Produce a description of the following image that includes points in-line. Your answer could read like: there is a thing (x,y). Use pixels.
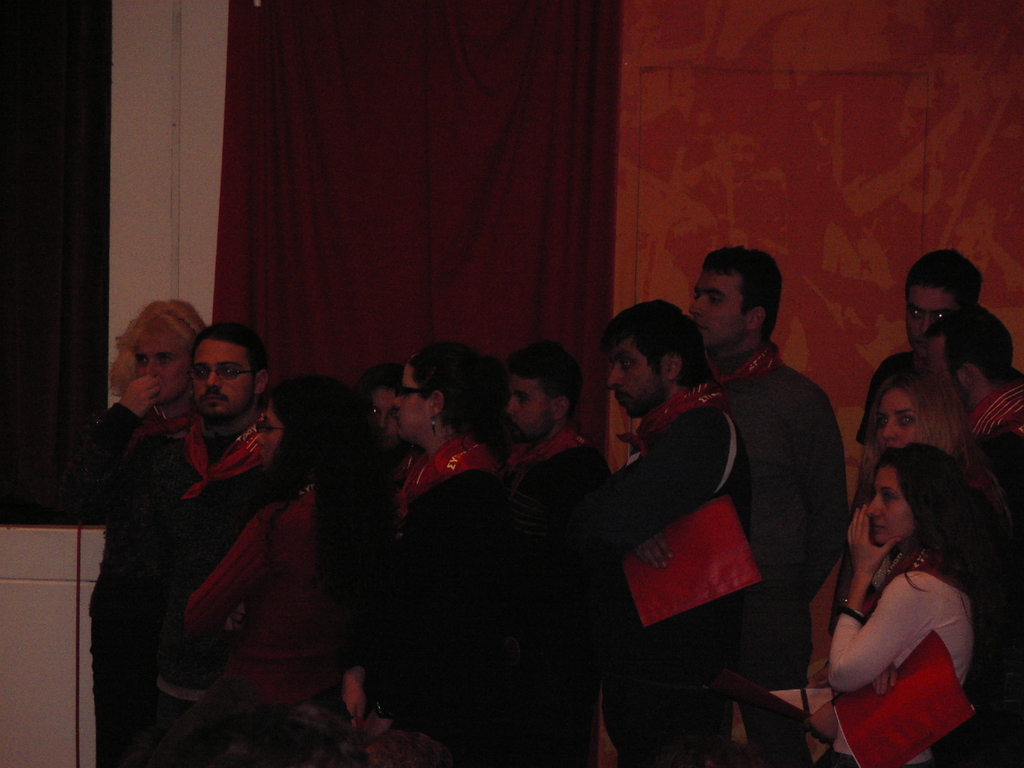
In the foreground of the picture (655,442) we can see a group of people (632,478) standing. In the background (679,120) we can see curtain (313,122) and wall (167,154). On the left (4,605) there is a white color object (34,620).
